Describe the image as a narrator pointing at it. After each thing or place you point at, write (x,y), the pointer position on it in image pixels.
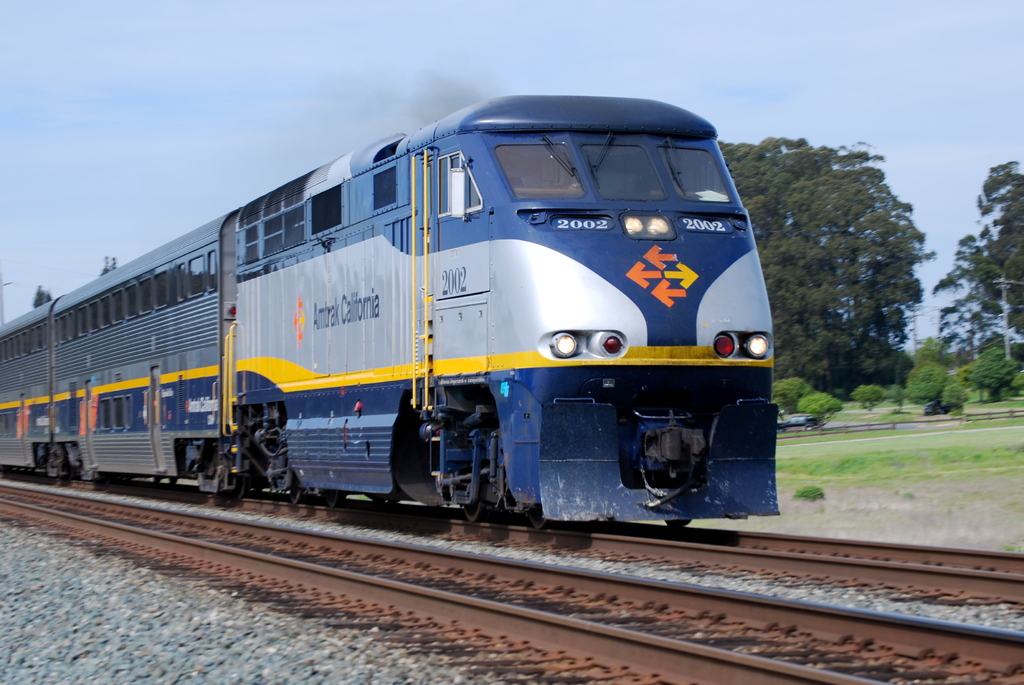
In this image there are train tracks (762,574), a train (419,360) is moving on a track (784,551), in the background (781,250) there are trees (896,272) and a sky (306,119).
